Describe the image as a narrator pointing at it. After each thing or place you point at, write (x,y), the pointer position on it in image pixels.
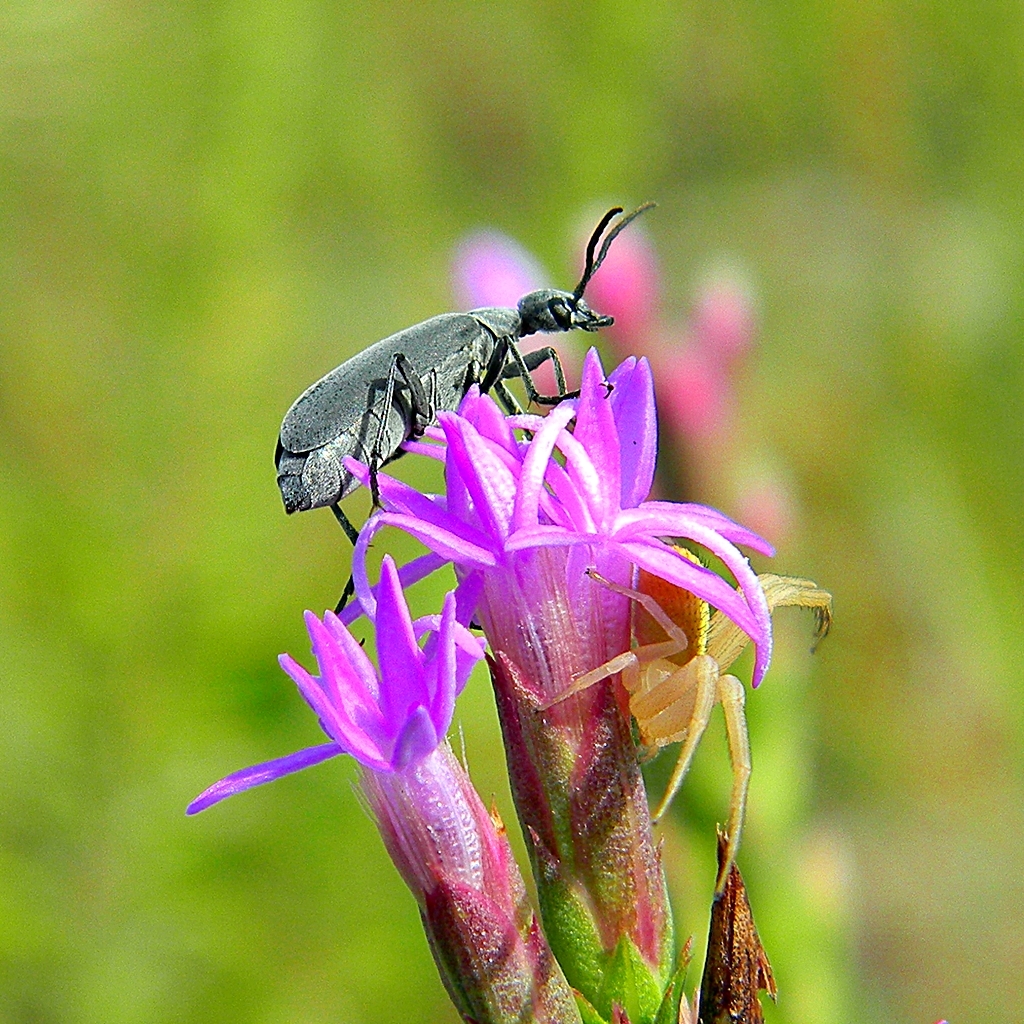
In the picture we can see two flowers (655,882) which are purple in color on it we can see an insect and behind it we can see a flower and plants (565,192) which are not clearly visible.
